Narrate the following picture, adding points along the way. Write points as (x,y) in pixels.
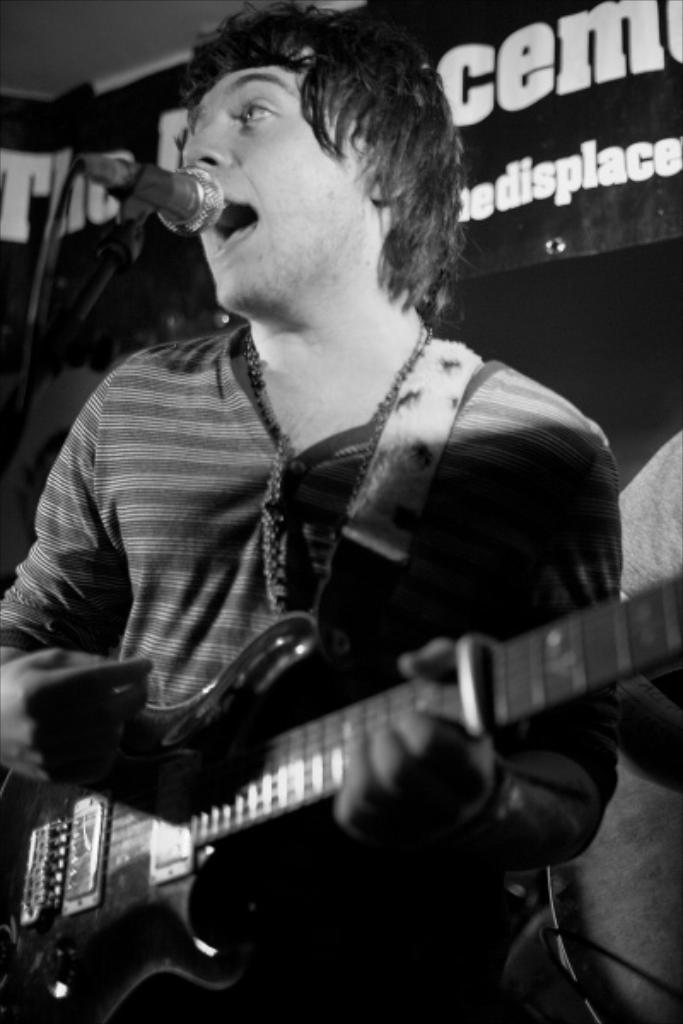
In this picture we can see man (164,499) holding guitar (249,677) in his hand (15,679) and playing it and singing on mic (180,228) and in the background (513,72) we can see banner (531,119).
